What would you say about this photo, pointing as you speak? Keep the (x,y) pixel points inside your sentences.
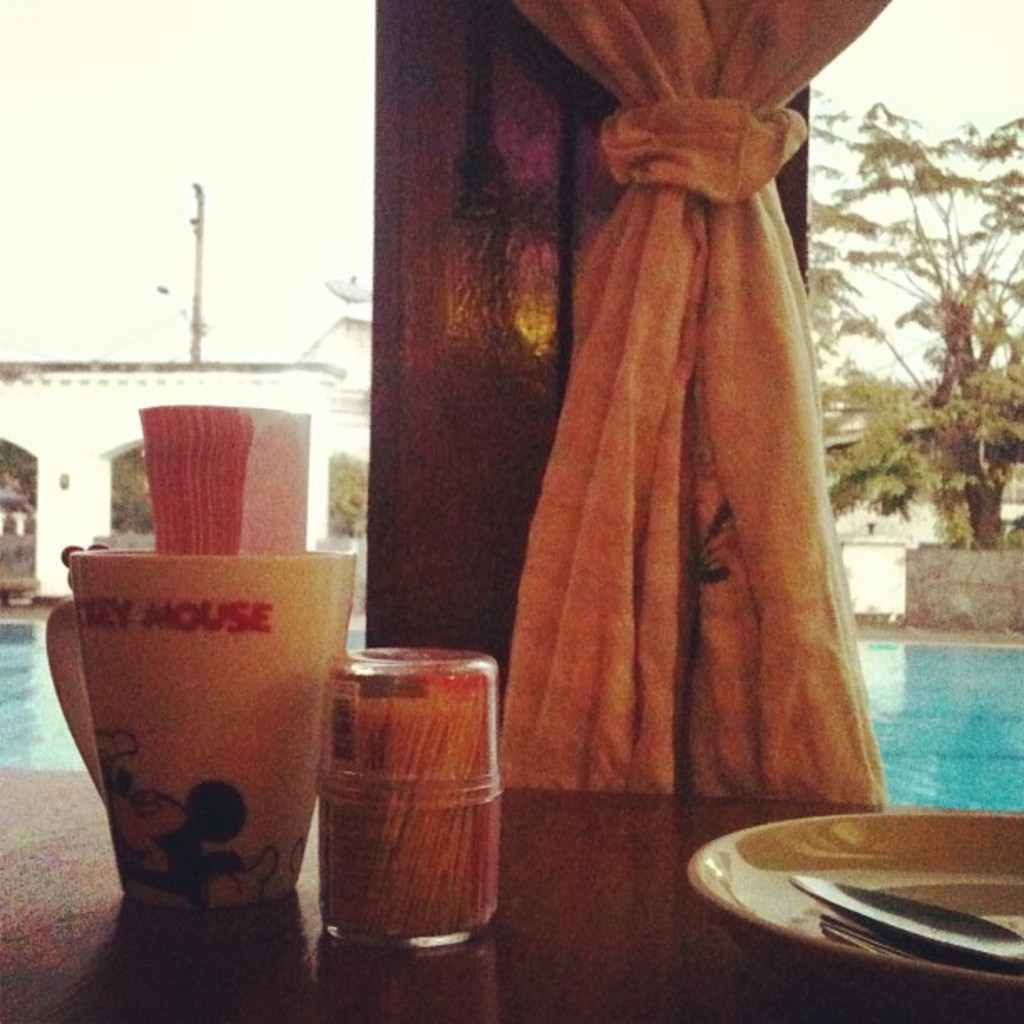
At the bottom of the image (405,697) we can see cup (175,580), tissues (186,511), toothpicks (467,788), plate (723,882) and spoons (835,927) placed on the table (586,1011). In the background (978,728) we can see water (966,685), curtain (775,173), trees (981,388), arch (76,386) and sky (182,81).
